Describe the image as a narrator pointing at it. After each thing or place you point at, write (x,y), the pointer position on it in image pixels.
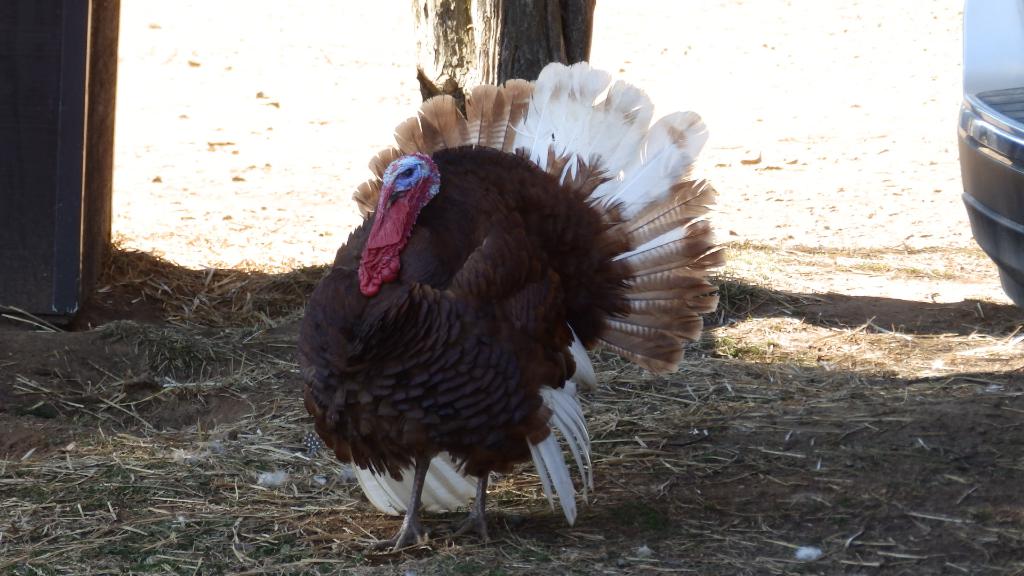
In the picture a bird (554,331) is standing on the ground (921,139). In the background (474,30) I can see a tree (522,45) and some other objects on the ground (138,535).
